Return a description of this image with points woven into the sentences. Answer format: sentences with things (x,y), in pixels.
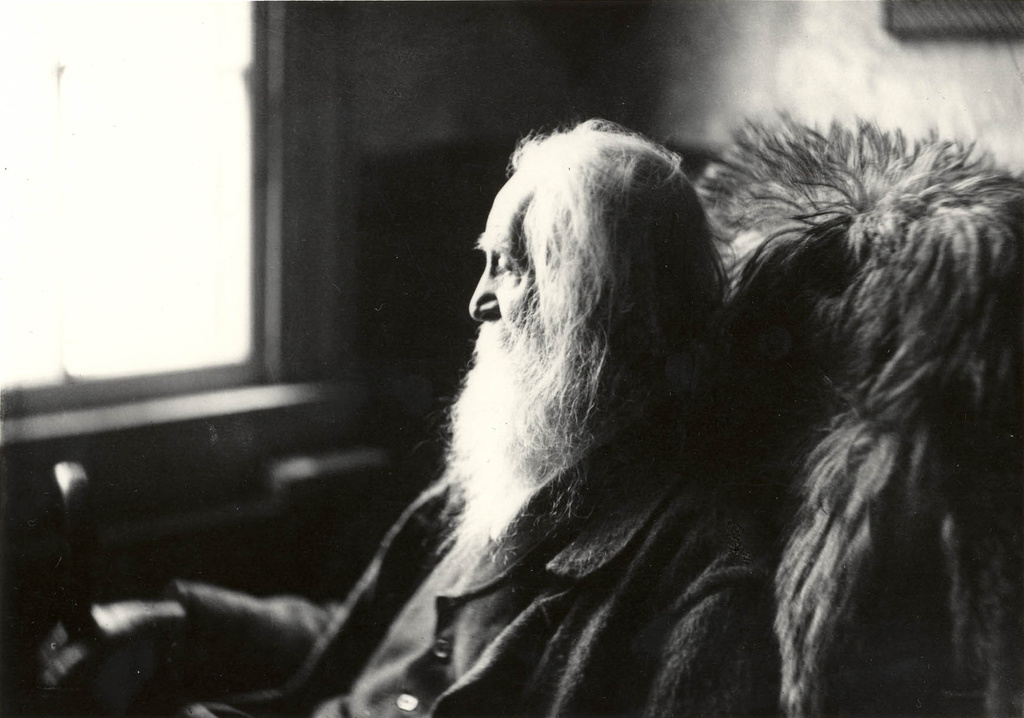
In this image I can see the person (442,585) with the dress (412,628). I can see the person (499,643) sitting on the chair (789,522). In the background (178,279) I can see window (270,168) to the wall (438,128). I can see this is a black and white image.
